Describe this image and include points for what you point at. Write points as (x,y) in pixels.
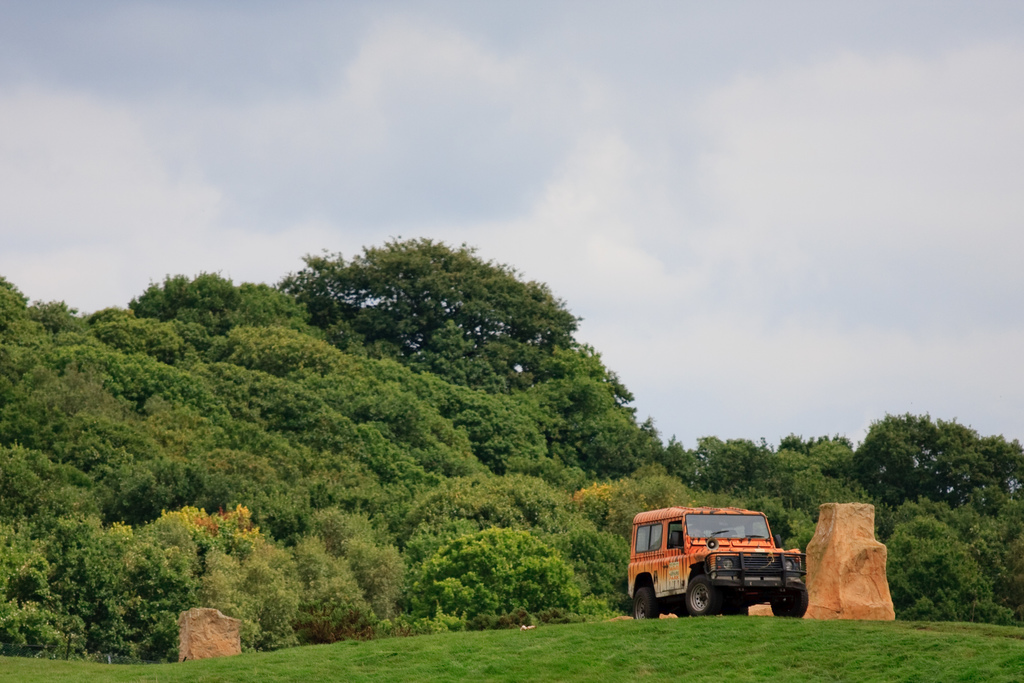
Sky (466,68) is cloudy. Land (784,662) is covered with grass (723,635). Background (905,558) there are trees (186,406) and vehicle (741,554).
